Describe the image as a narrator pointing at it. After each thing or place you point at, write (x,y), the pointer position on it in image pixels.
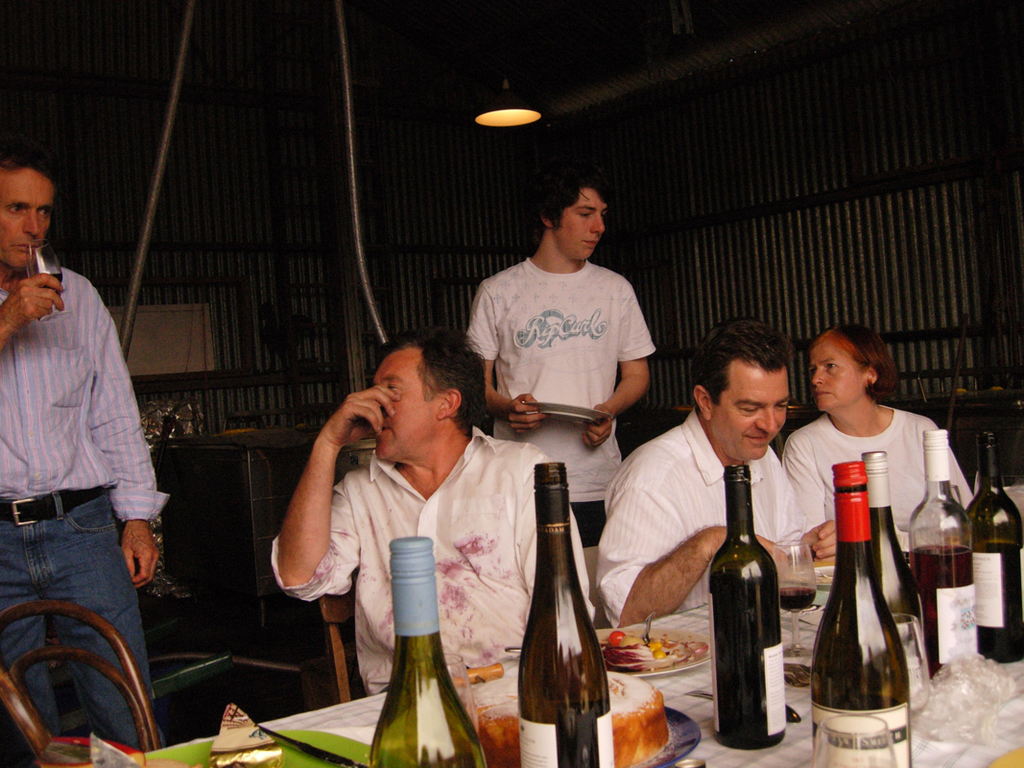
At the top (497,118) there is a light (516,116). We can see two persons (598,325) standing. One is holding a plate (577,410) in his hands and the other is holding a glass (59,312) in his hand (50,295) and drinking. We can see three persons (690,459) sitting on chairs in front of a table (694,755) and on the table (668,684) we can see plate (649,672) of food (662,649), cake (649,700), bottles (857,594), glasses (790,579).
